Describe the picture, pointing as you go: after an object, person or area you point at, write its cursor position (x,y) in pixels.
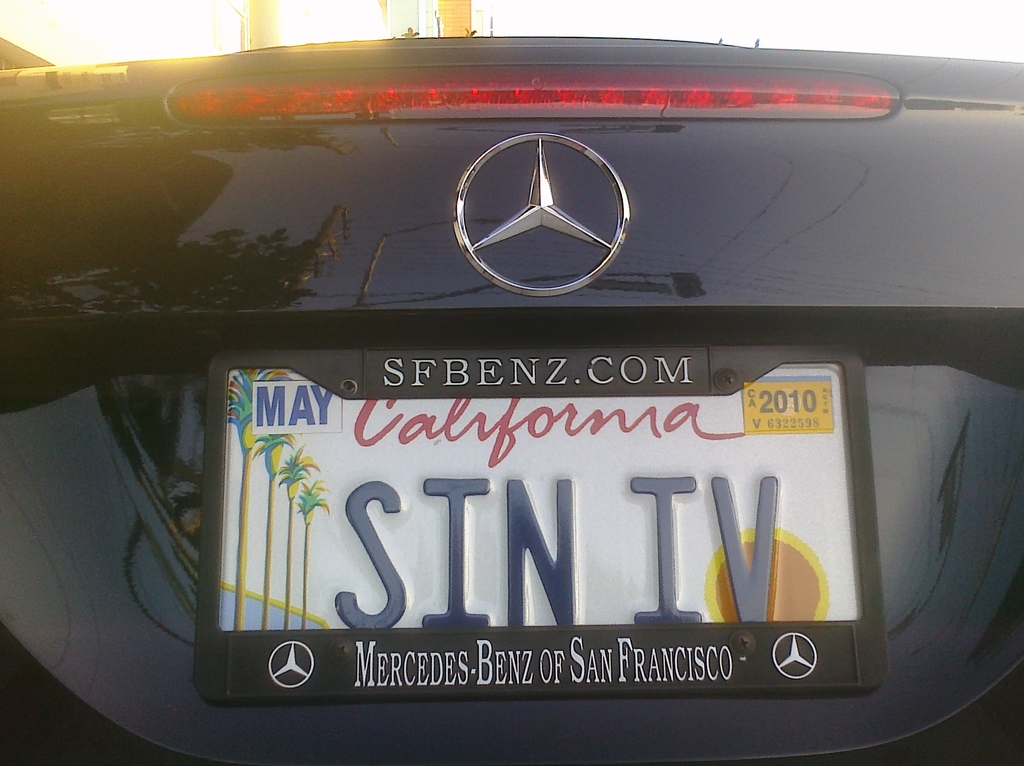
This picture is back view of a car (595,445). In this picture we can see a light (672,111), logo (586,222) and name plate (503,486). On name plate (610,530) we can see the text (492,570). At the top of the image (387,15) we can see the buildings (387,15) and sun rays (154,14).
